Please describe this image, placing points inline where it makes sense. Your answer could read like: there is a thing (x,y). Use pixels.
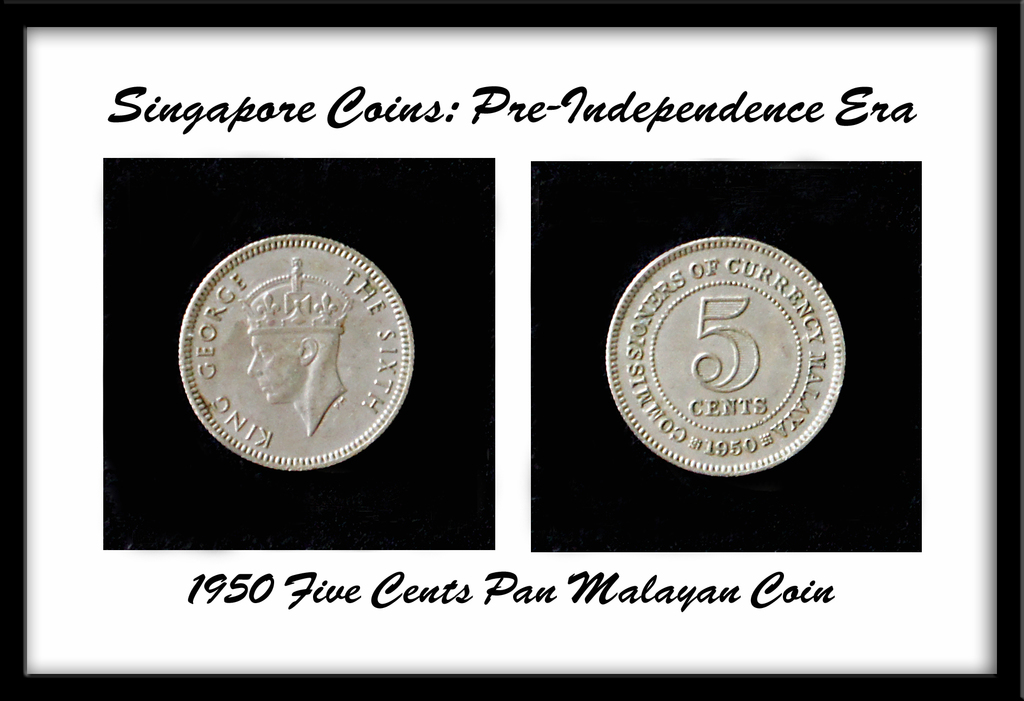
In this image there are pictures of two coins (412,345). Bottom of the image (757,595) there is some text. Left side (341,432) there is a coin (348,385) having an image of a person (328,394) and some text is carved on it. Right side (721,380) there is some text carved on the coin (758,325). Top of the image (468,116) there is some text (569,106).
